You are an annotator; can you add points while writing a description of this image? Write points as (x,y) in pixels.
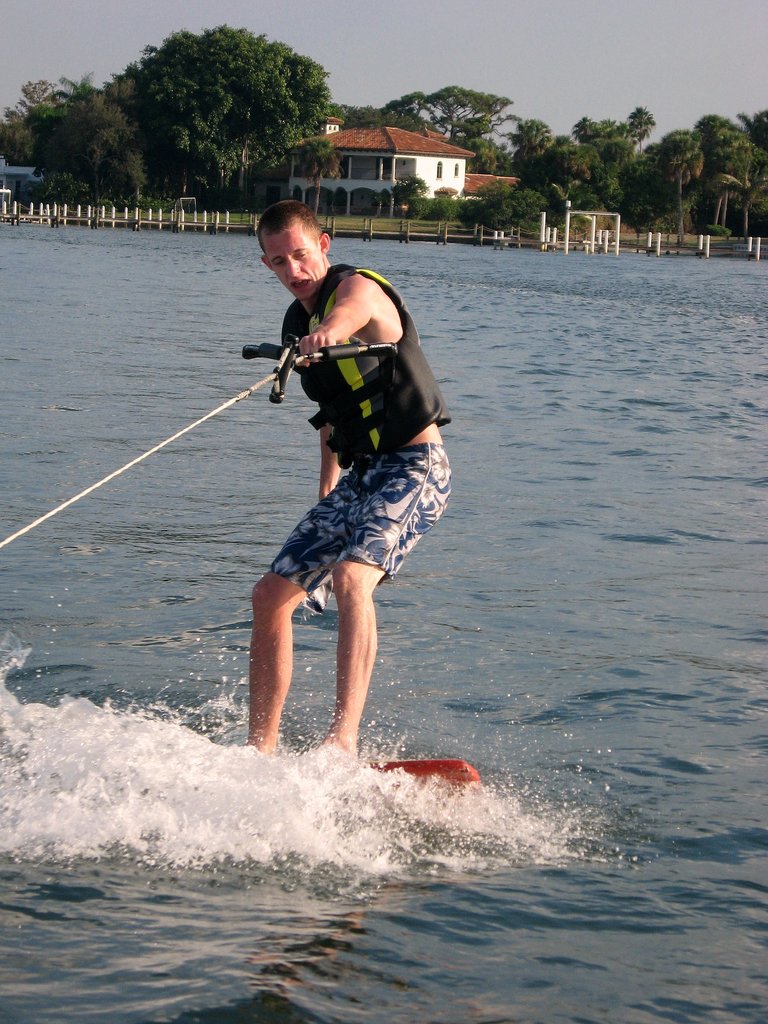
In this image I can see a person (318,383) riding on surfing board (424,773) on the lake (172,381) and I can see the sky (87,54) and trees (282,113) and the building (347,144) at the top (284,153).
